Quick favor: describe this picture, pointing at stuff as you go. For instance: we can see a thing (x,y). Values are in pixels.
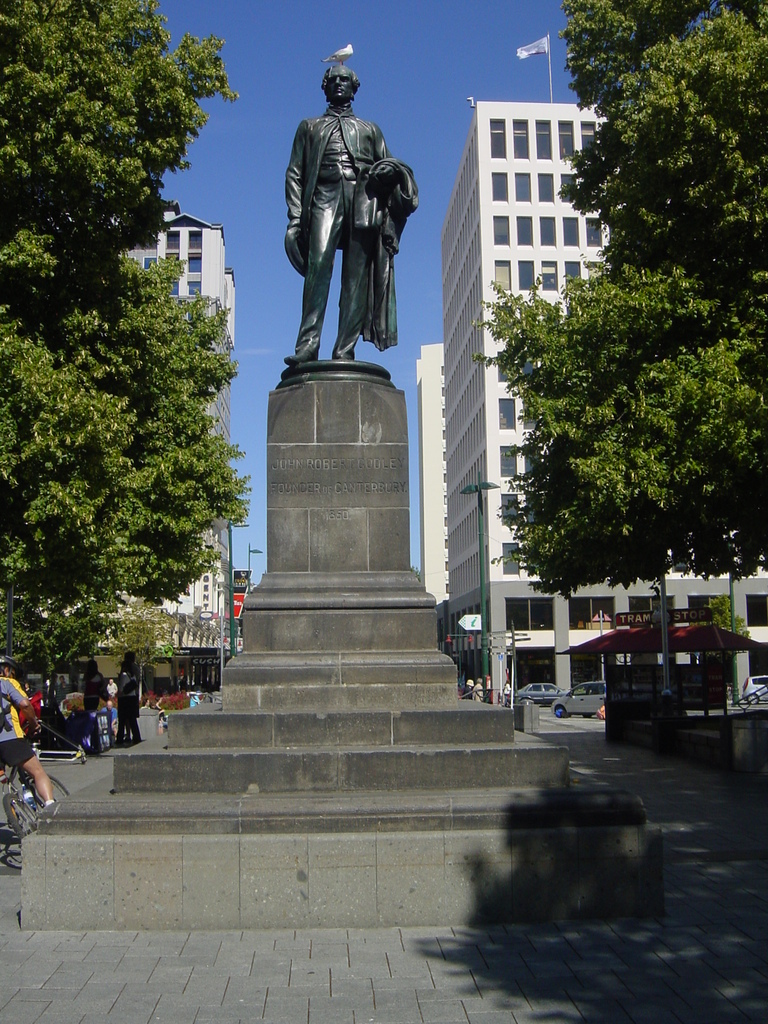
In this picture I can see sculpture (302,786) on a paved area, behind there are some vehicles (11,801), persons (49,685) and also there are some trees (103,379) and buildings (500,303).
